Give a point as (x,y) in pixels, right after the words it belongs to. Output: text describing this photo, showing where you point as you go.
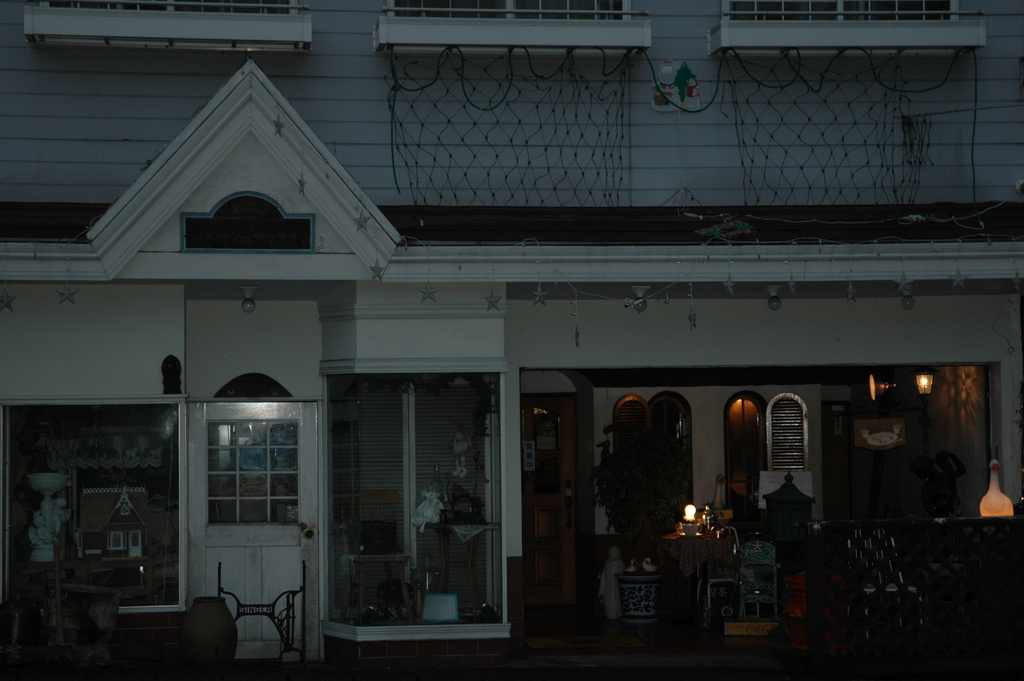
In this image we can see there is a building (635,110) and there are glasses (416,522), windows (158,508), doors (242,595), potted plant (632,440), lights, net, chair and few objects (102,607).
